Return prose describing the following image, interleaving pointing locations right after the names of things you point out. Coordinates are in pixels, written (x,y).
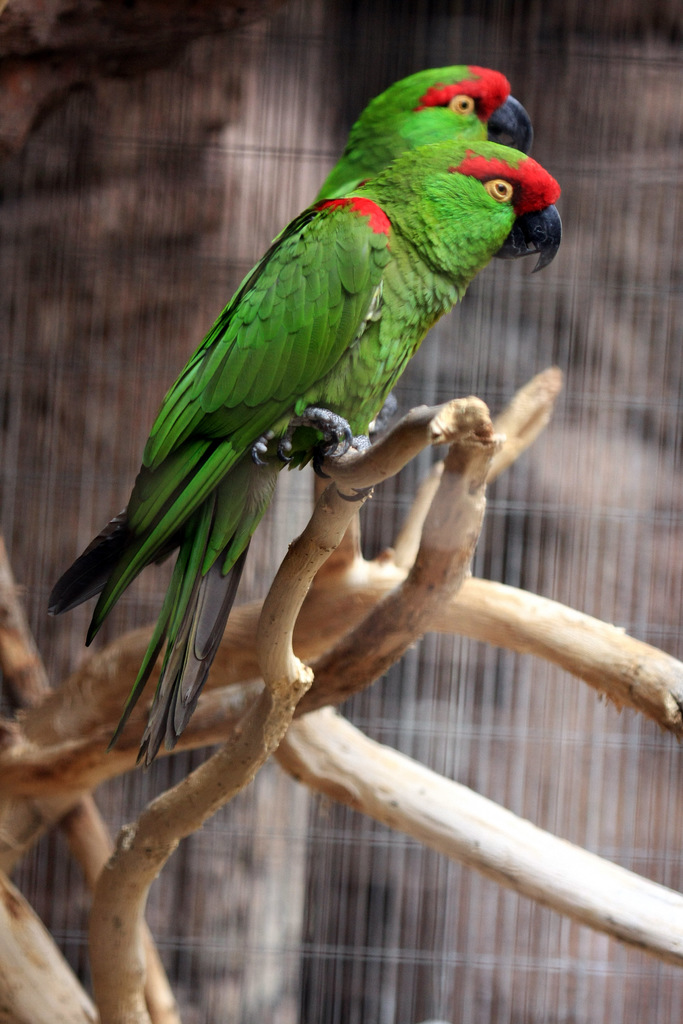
In this image, we can see some birds (115,735) on wooden objects (637,879). We can also see the background (651,135).
